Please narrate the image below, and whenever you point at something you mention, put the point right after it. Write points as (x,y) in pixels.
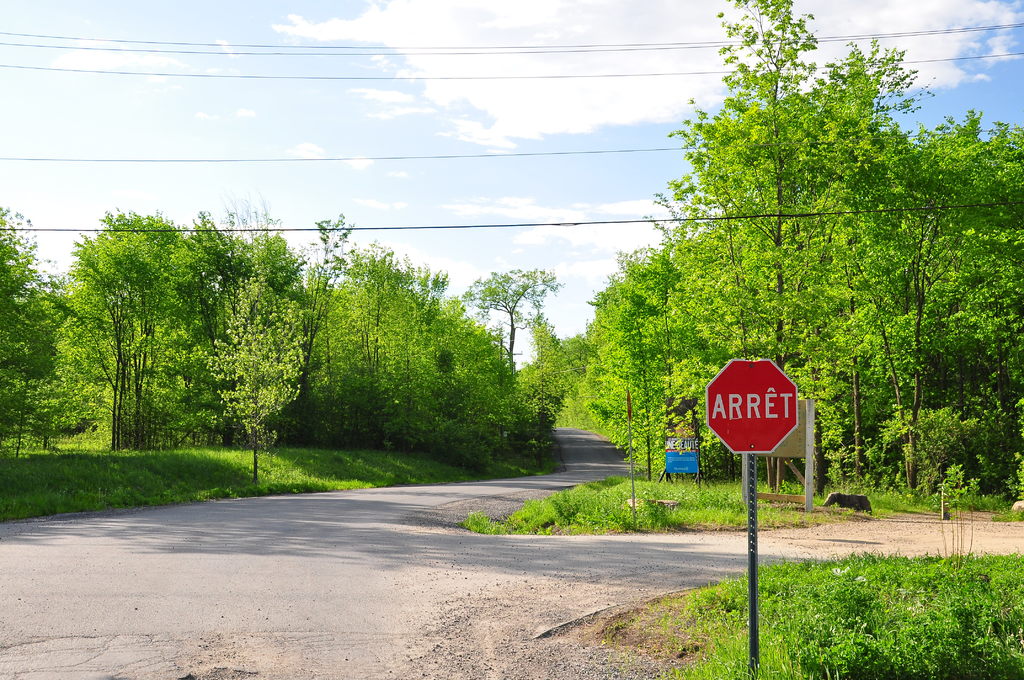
In this picture I can see the road (427,617), sides of the road (455,510) I can see some trees (882,317), grass (696,521) and sign boards (739,423).
